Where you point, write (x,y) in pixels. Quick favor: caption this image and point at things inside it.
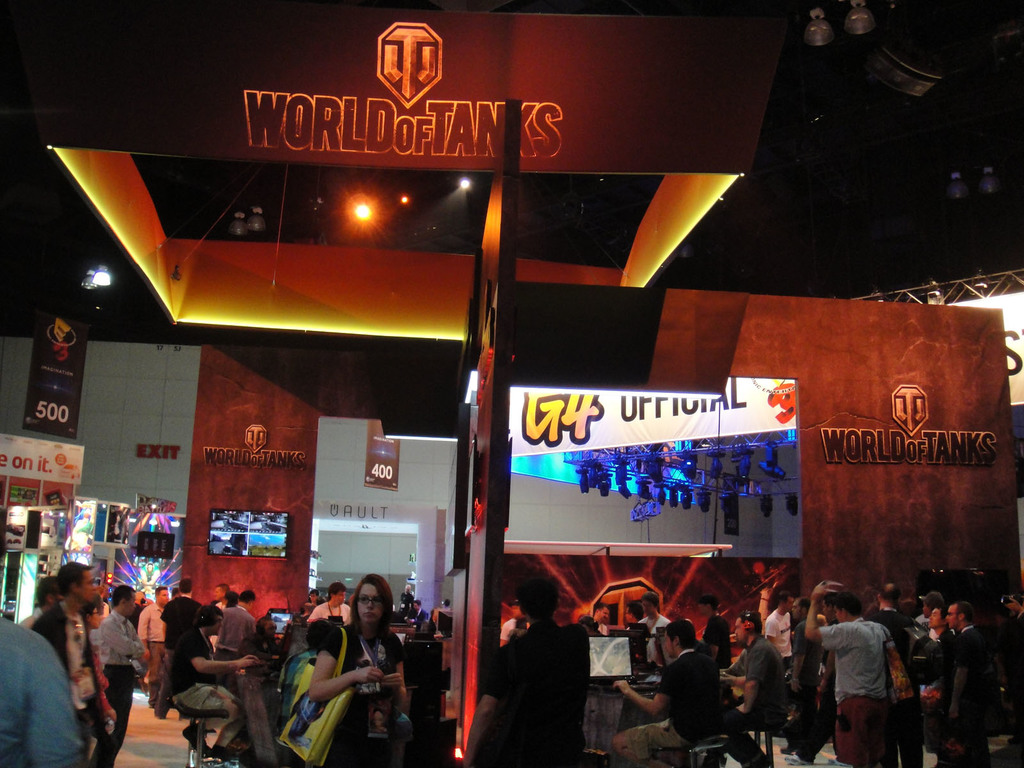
In this image I can see number of persons (318,685) standing and few persons (676,689) sitting. I can see a laptop (623,663) and the brown colored wall (892,496). In the background (284,539) I can see the screen (269,535), few persons (189,618) standing, few boards (69,341), few lights (88,277) and the dark ceiling (771,192).
